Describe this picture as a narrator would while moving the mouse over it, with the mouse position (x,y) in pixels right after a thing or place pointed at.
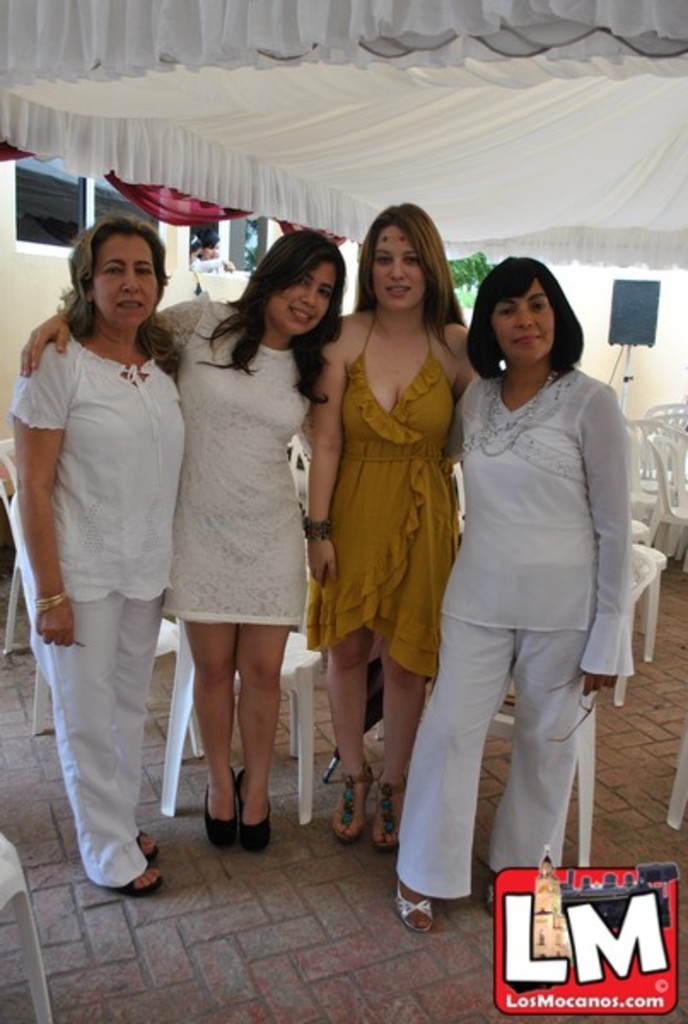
Under this tent (448,69) there are chairs (673,503) and these people (562,416) are standing. Right side corner of the image there is a logo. Far there is a speaker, wall (604,373) and glass windows (247,245). Near this window (250,258) we can see a person (198,250).
